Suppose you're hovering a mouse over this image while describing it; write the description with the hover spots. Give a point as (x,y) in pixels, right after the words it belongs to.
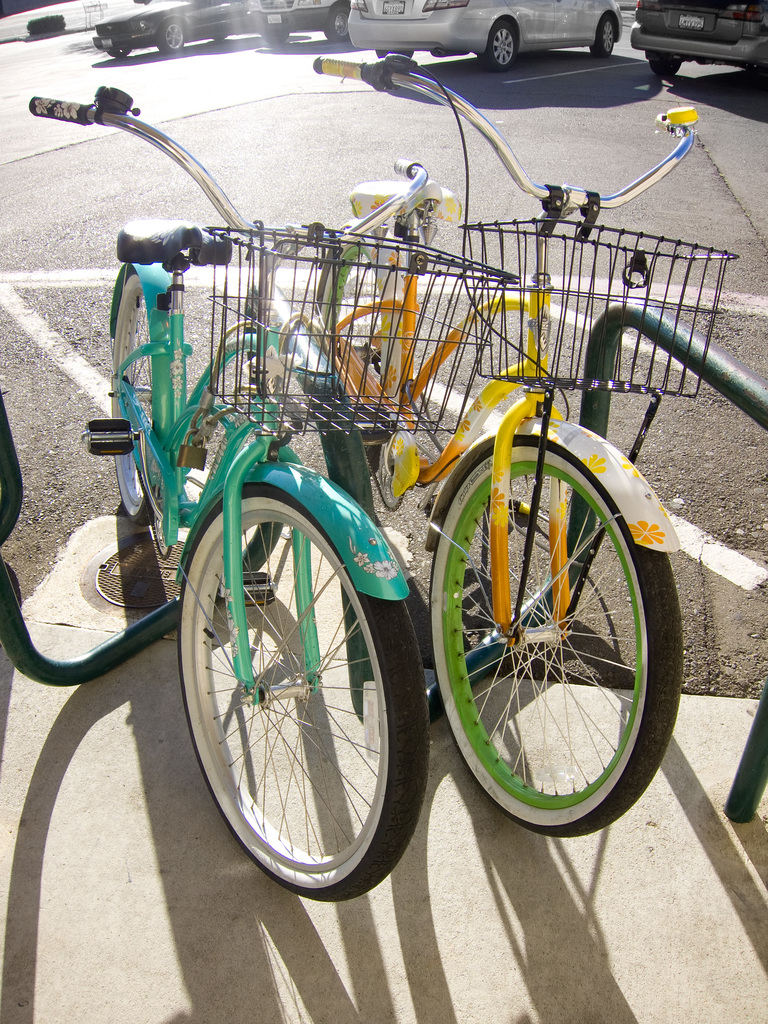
In this image there are a few bicycles (412,317) parked, beside the bicycles (642,265) there is a metal structure (728,365). In the background (280,16) there are a few vehicles (360,30) parked on the road (527,148).
